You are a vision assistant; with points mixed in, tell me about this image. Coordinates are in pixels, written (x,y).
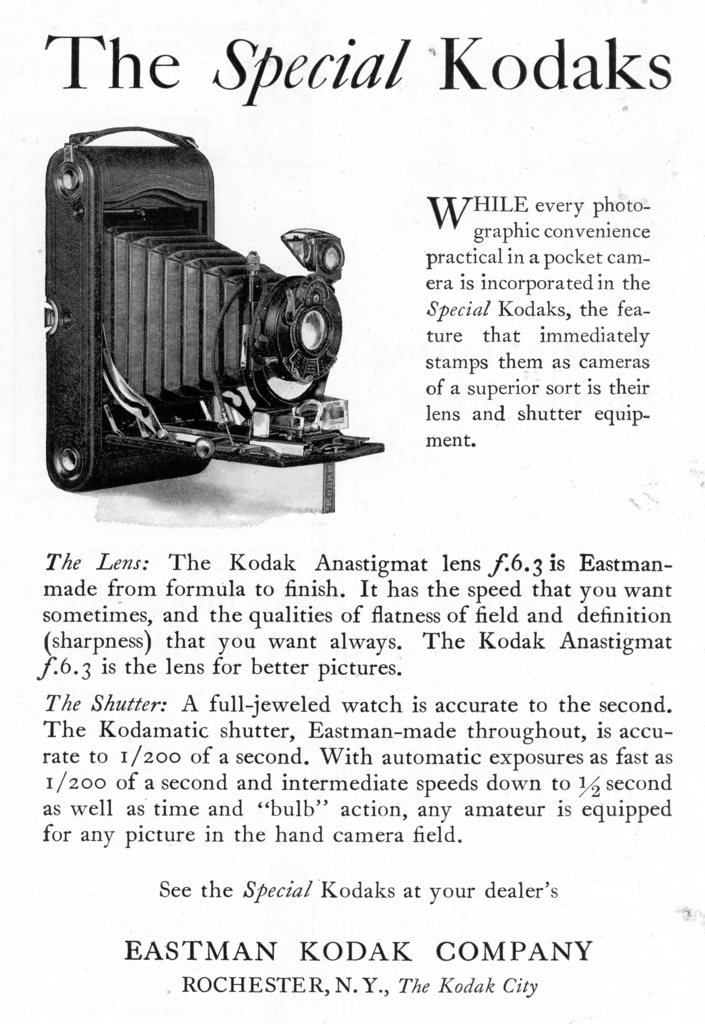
In this image it is looking like a poster (199,460). I can see a picture (174,395) of the camera (174,395) on it. There is some text (361,830). The background (663,982) is white in color.
